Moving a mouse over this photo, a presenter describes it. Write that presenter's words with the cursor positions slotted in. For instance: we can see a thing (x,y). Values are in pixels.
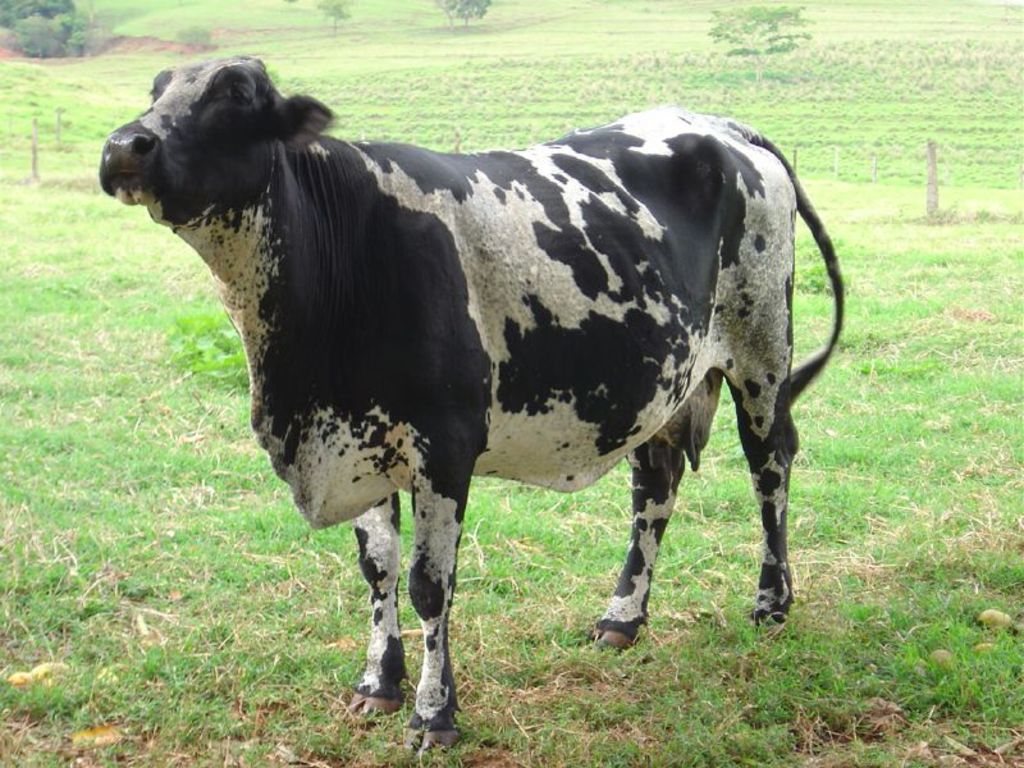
In the image we can see there is a cow (673,309) standing on the ground (606,555) and the ground (521,627) is covered with grass (87,304). Behind there are trees (764,33).
